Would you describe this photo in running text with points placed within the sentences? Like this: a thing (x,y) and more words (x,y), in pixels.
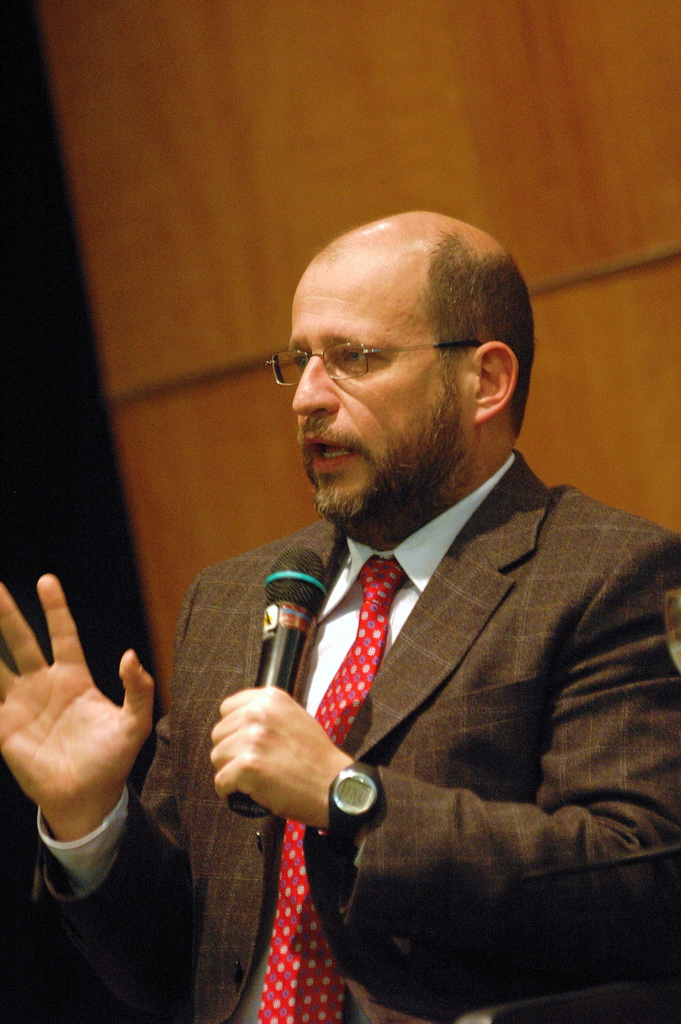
This man (435,752) wore suit (441,703), red tie (376,612) and speaking in-front of mic (293,684). Background (630,145) is in brown color.
